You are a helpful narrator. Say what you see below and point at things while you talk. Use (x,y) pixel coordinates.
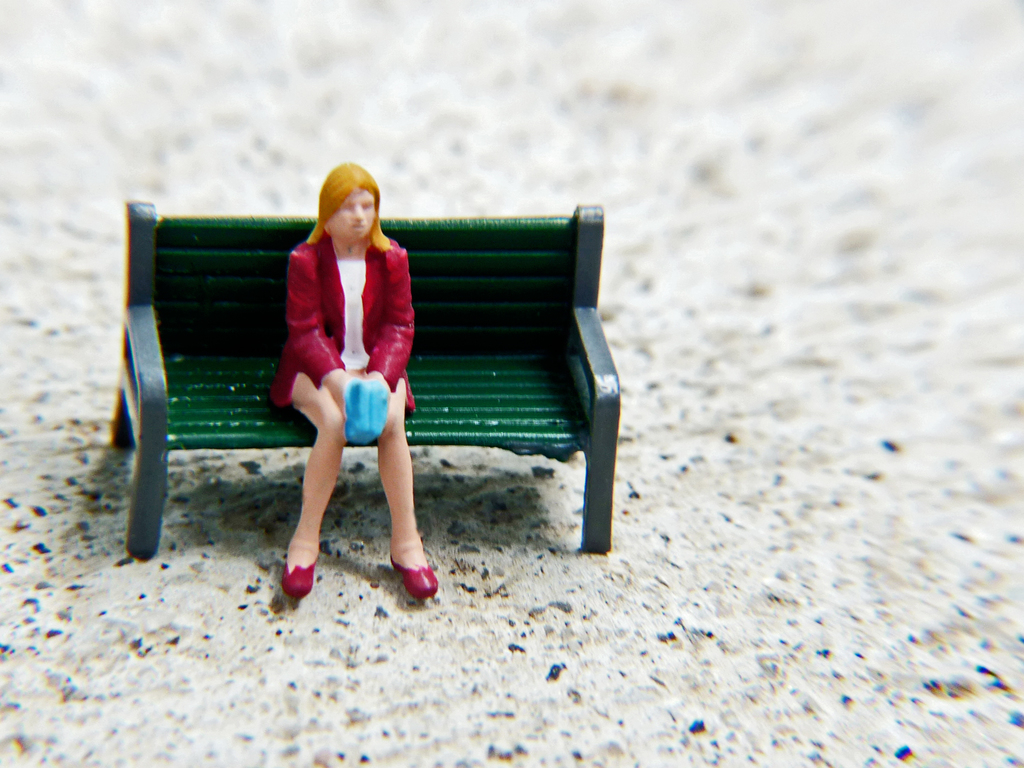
This image is taken indoors. At the bottom of the image (272,667) there is a floor (110,654). In the middle of the image (553,359) there is a toy bench (157,424) and a toy girl (333,484) is sitting on the bench (606,408).
